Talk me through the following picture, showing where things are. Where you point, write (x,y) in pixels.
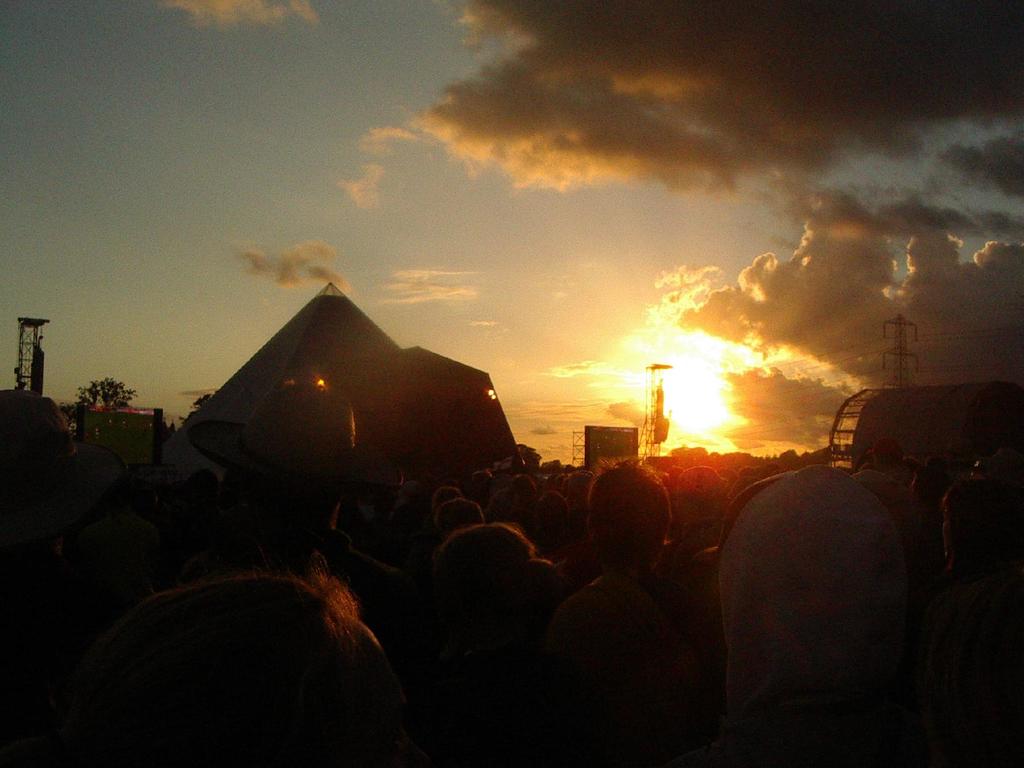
In this image I can see group of people (240,720). Background (0,375) I can see few electric poles (20,363), plants (98,381), and sky (380,100) is in blue and white color, and I can see sun light (691,399).
